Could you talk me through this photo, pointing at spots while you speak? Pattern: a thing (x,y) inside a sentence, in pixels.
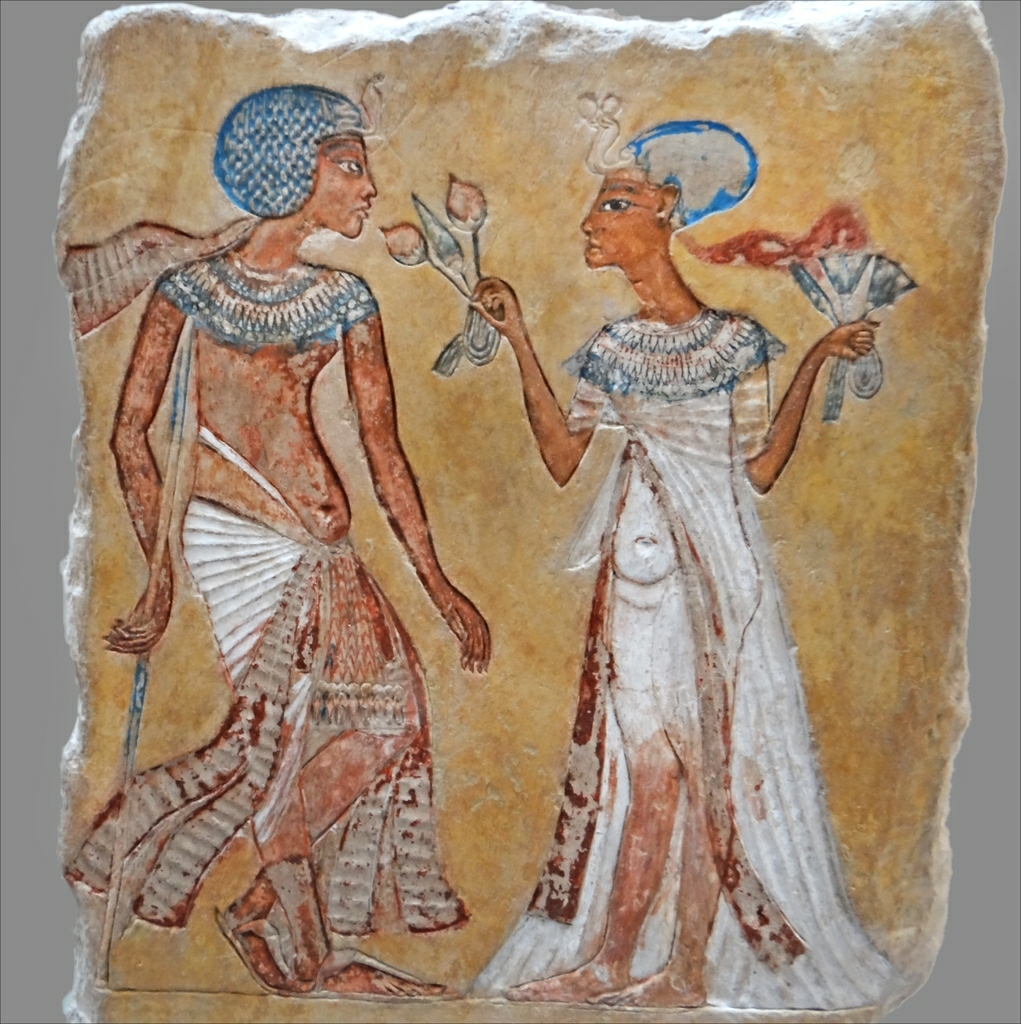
In this picture, we see an art (406,527) of the man (301,421) and the woman (668,365) on the stone (376,500). In the background (61,456), it is grey in color.
